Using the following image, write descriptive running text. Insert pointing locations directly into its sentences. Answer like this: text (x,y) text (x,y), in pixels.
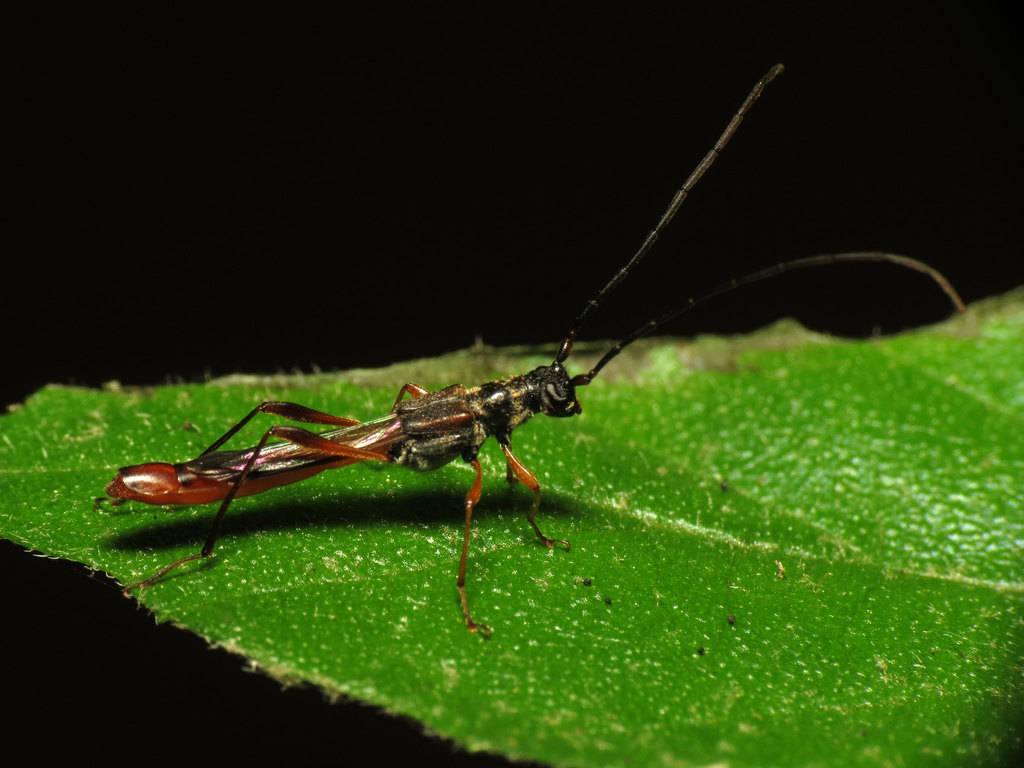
In this picture we can see an insect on the leaf (791,460) and in the background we can see it is dark.
